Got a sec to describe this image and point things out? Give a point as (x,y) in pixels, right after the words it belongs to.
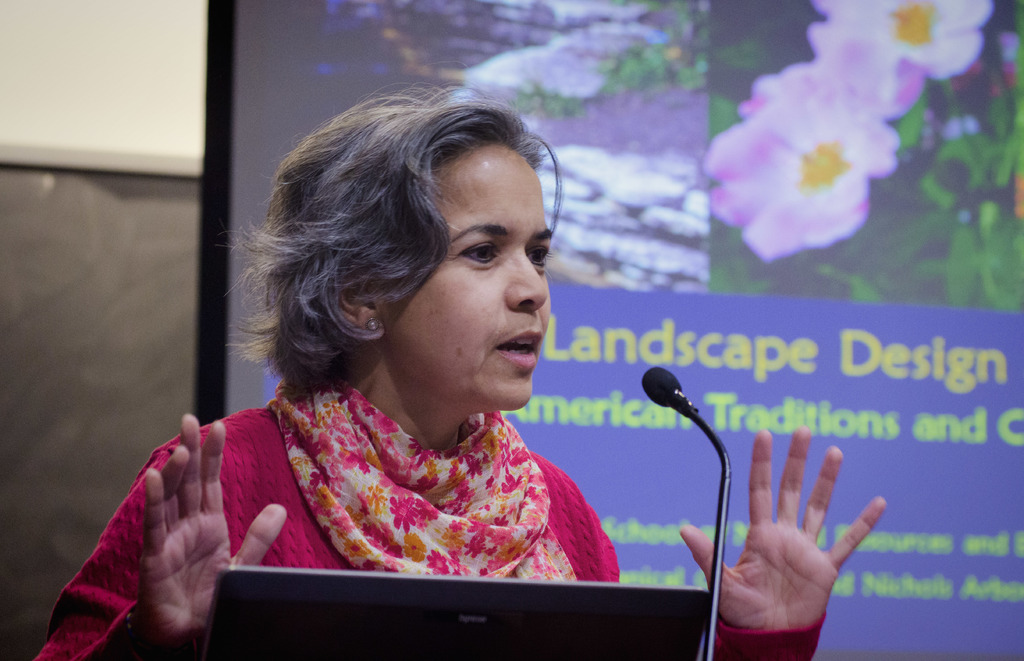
In this image I can see a person (410,372) is wearing pink top (302,505) and the scarf (421,530). I can see the laptop (518,603) and the mic (666,375). I can see the projector screen (921,289) and something is written on it.
